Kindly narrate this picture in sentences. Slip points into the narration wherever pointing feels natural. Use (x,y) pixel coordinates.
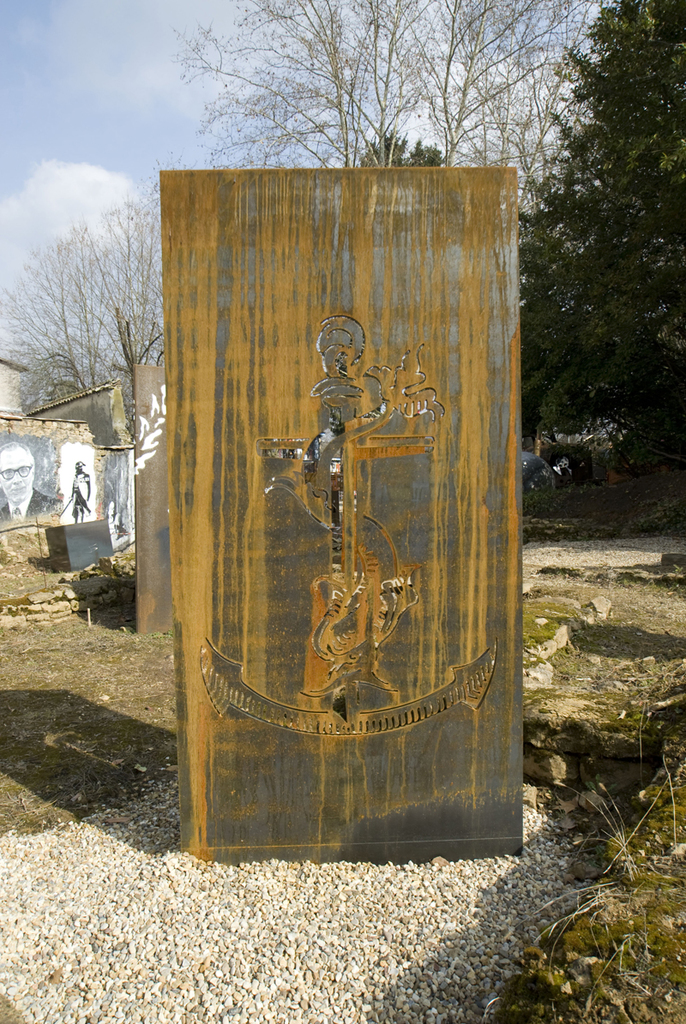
In this image there is a metal sheet (367,602) and we can see a design (367,602) on it. In the background (97,510) there is a shed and we can see a painting (56,479) on the wall (111,475). There are trees (648,279). At the top (255,67) there is sky (150,89). At the bottom (286,960) there are stones (298,975).
